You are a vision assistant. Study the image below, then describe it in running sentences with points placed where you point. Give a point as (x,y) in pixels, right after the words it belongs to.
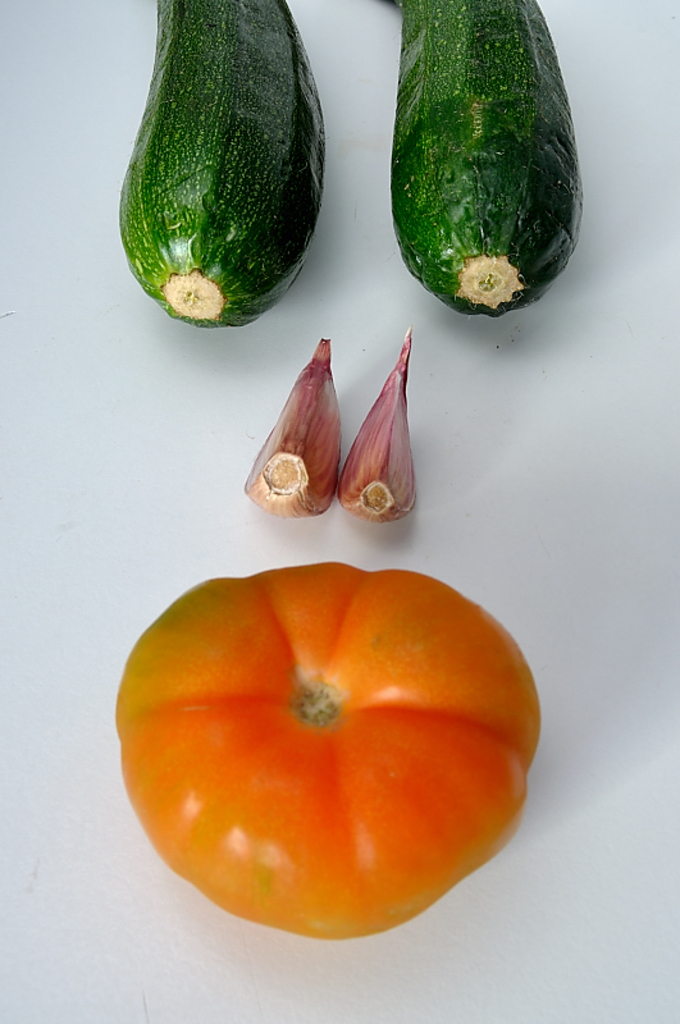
In this image I can see the vegetables (385,454) on the white color surface (513,556). I can see these vegetables (380,495) are in red, orange, pink and green color.
